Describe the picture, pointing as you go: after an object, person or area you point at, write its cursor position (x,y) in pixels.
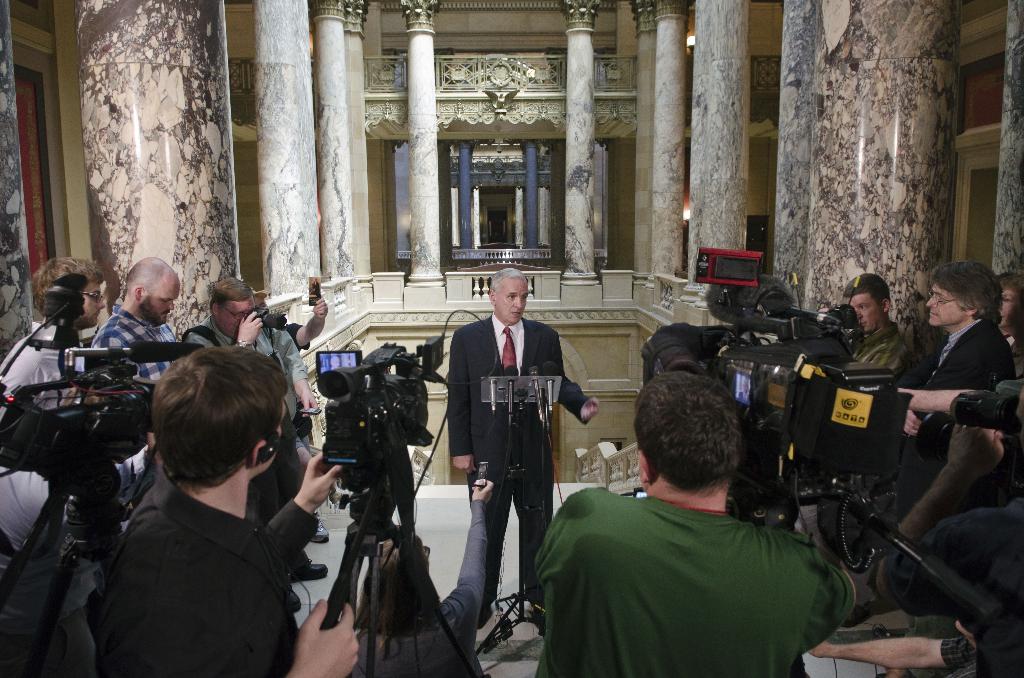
This is the picture of a place where we have a person (512,359) standing in front of the stand (530,400) to which there are some mics (548,411) and around there are some people (82,624) holding the cameras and also behind there are some pillars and some other things (549,289) around.
